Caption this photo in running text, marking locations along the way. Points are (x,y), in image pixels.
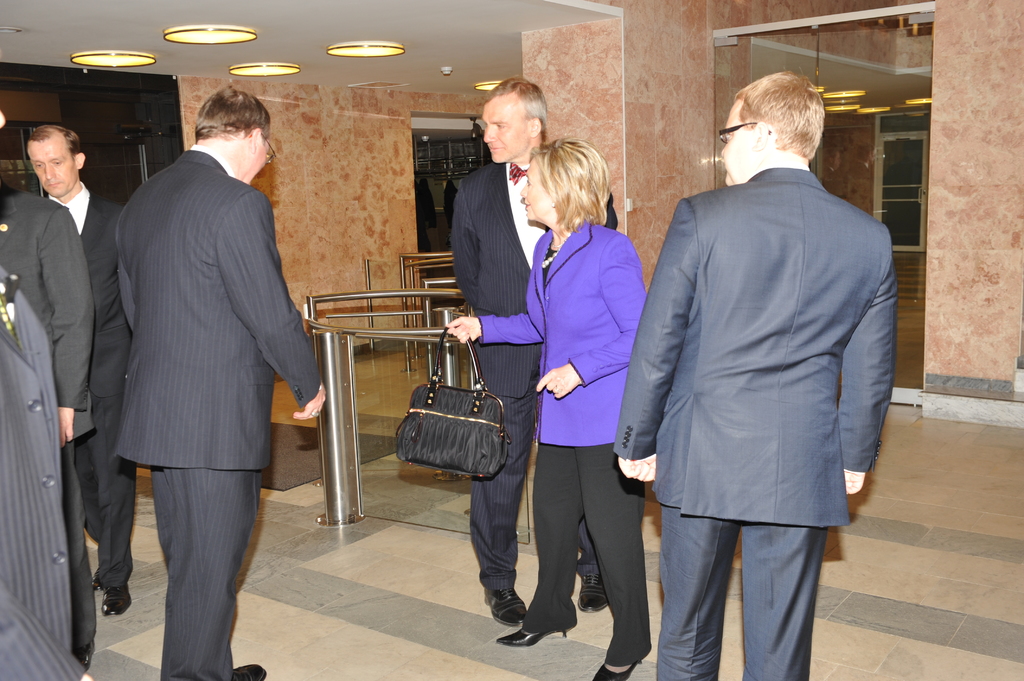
These group of people (244,208) are standing. The woman (588,200) in purple jacket (569,323) is holding a handbag (470,403). On top (102,54) there are lights (189,30). This persons (665,352) wore black suits (245,297).
